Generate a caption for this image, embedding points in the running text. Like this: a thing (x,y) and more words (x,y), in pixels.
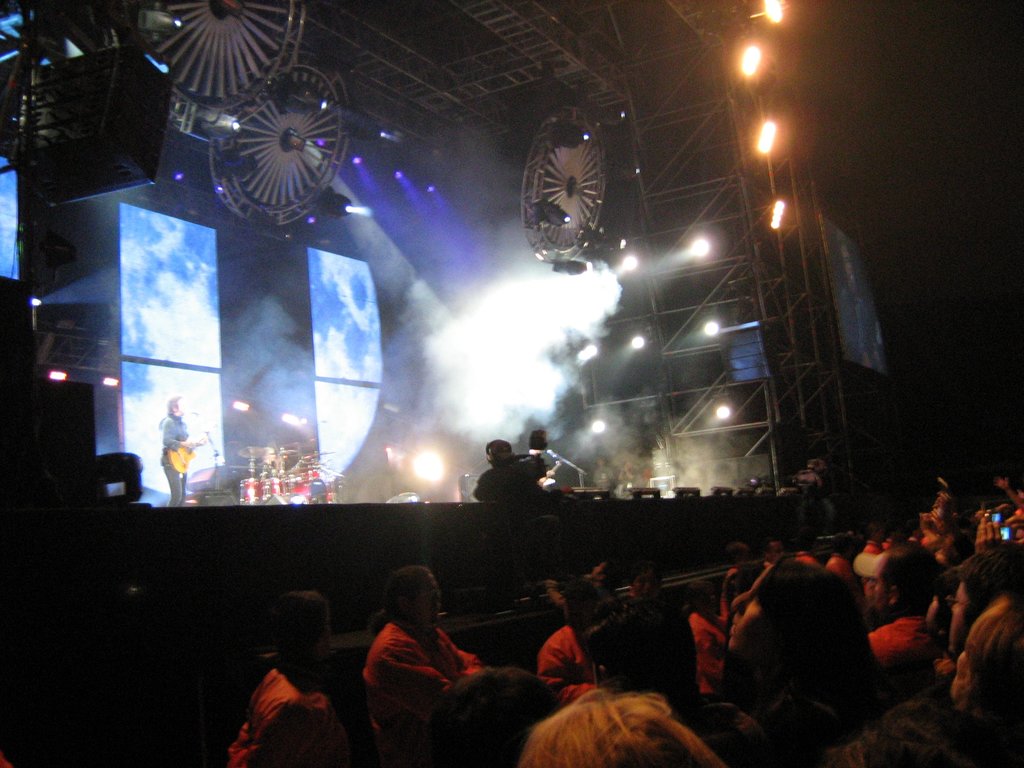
In this image we can see a few people (555,675), among them one person (171,430) is playing guitar (191,451) on the stage (257,477), on the stage (269,508), we can see some other objects (360,369), at the top of the roof (444,94), we can see some metal rods (583,67) and other objects (118,52), also we can see some focus lights (598,420).
